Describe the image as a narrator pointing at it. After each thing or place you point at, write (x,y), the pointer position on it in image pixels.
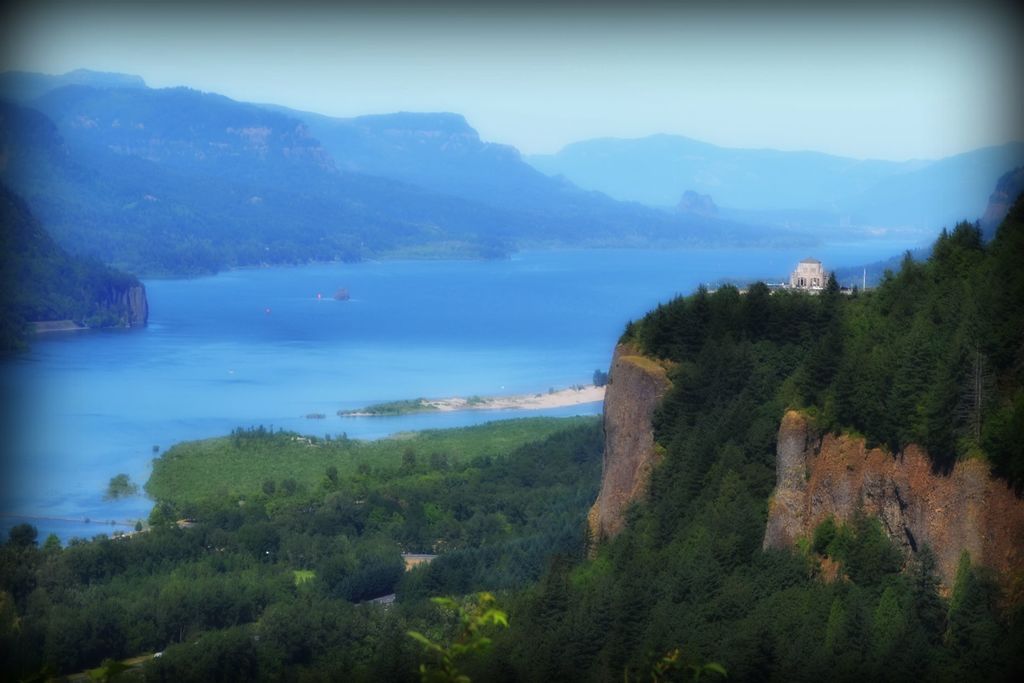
There are trees (566,557) and a mountain (790,433) at the bottom of this image (590,555) and there is a surface of water (337,363) in the middle of this image (426,365). We can see mountains (316,212) in the background (518,203) and there is a sky (463,61) at the top of this image (426,60).
